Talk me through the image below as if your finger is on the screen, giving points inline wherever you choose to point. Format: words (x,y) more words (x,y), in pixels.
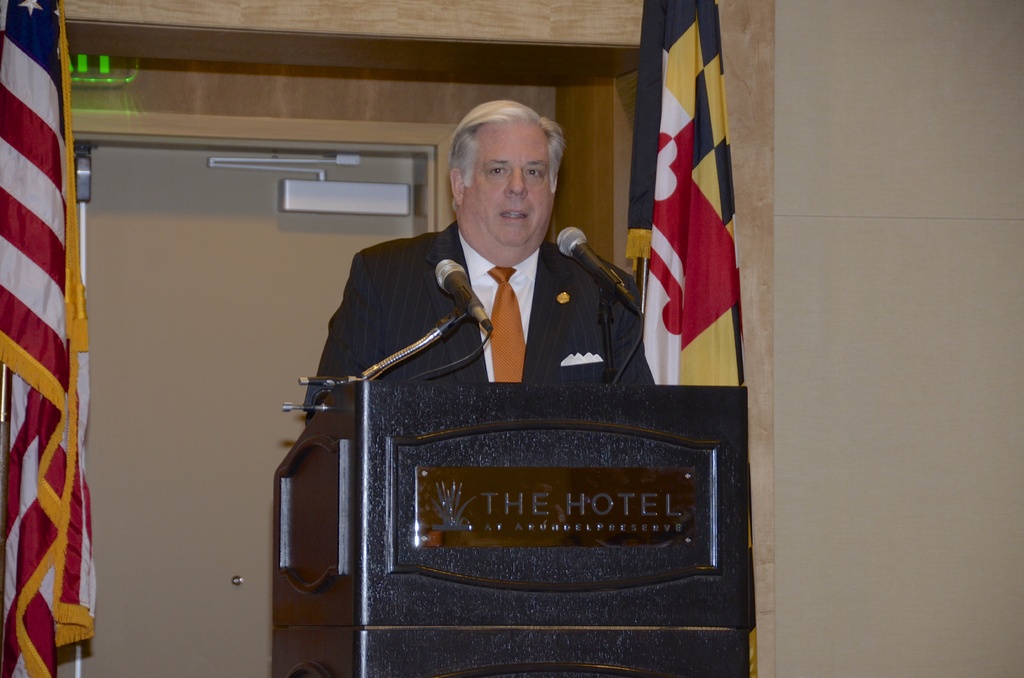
This picture seems to be clicked inside the hall (871,191). In the center (506,276) we can see a man (575,348) wearing suit (405,320) and standing behind the wooden podium (481,464) and we can see the microphones (478,304) and we can see the text (581,510) on the podium (550,464). In the background (695,290) we can see the wall (878,300), wooden door (196,382), flags (61,635) and some other items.
